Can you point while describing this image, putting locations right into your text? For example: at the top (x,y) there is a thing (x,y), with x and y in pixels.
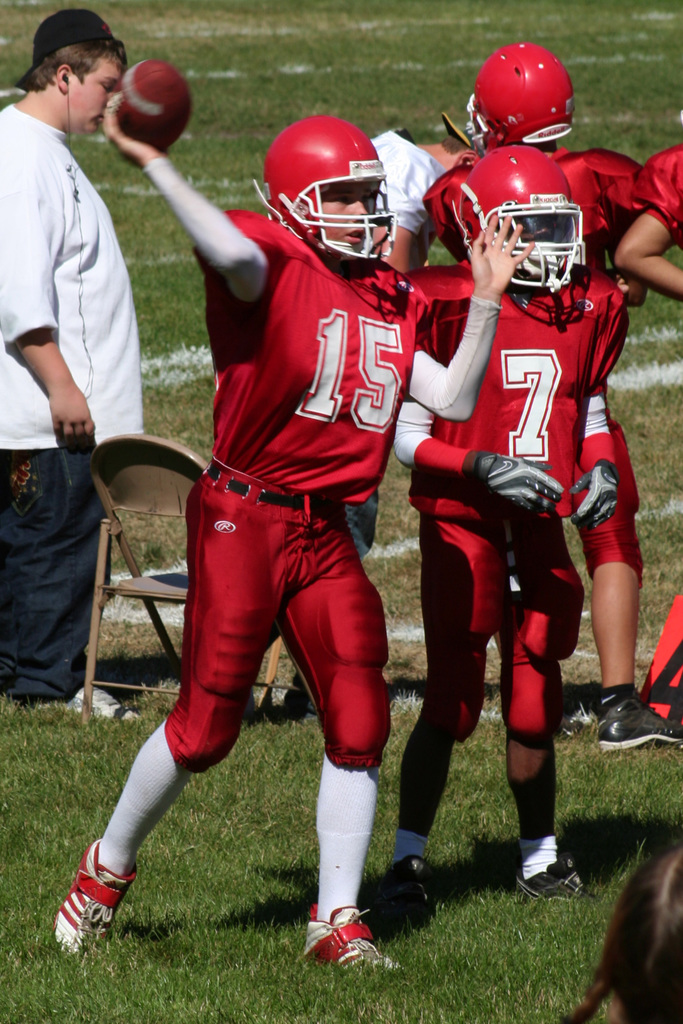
In this image there are a group of people (490,545) in red dress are playing with ball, behind them there is a man (77,510) standing beside the chair (174,594).
